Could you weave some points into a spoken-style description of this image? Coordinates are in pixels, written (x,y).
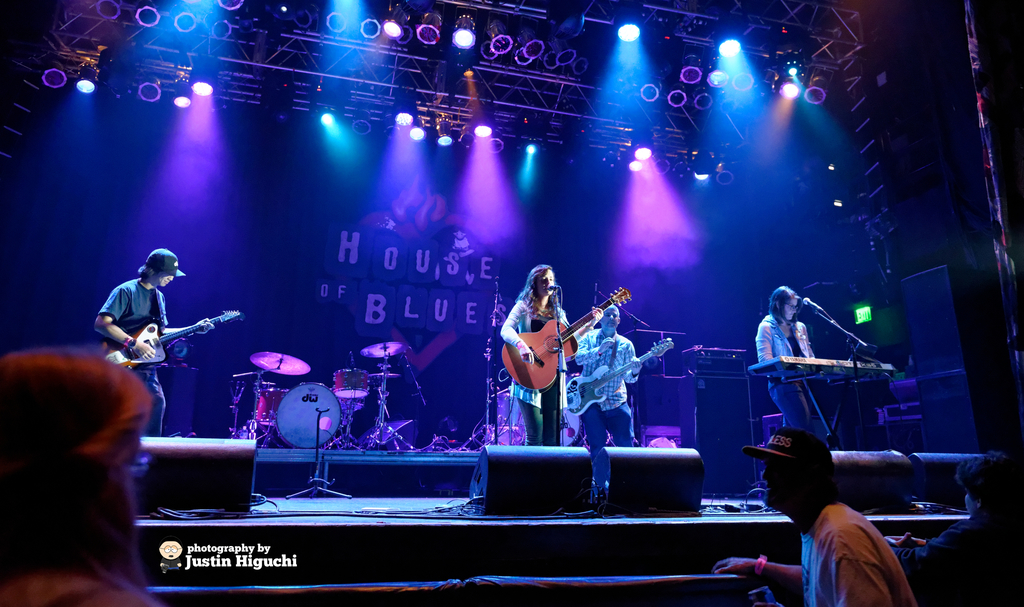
There are few people (540,393) performing by playing musical instruments (509,351) and singing on the stage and above them there are lights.
